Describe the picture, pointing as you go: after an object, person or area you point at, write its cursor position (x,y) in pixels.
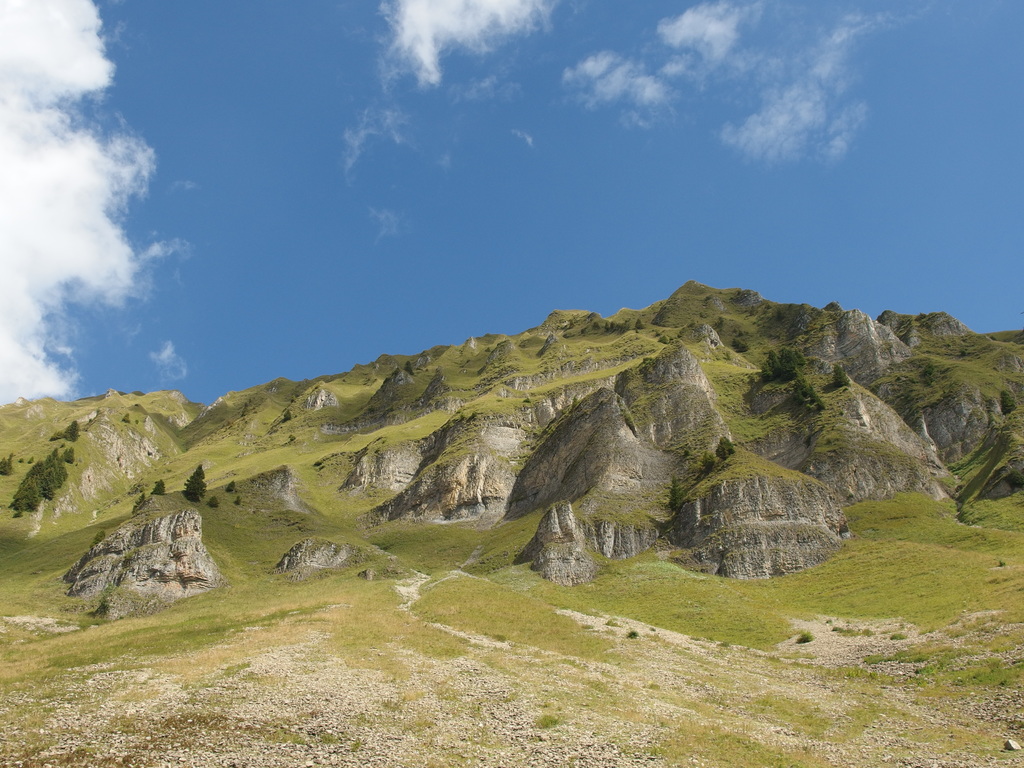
In this picture we can see there are trees (58,456) and grass (390,492) on the hills (311,389). At the top of the image (439,150), there is the sky (485,130).
